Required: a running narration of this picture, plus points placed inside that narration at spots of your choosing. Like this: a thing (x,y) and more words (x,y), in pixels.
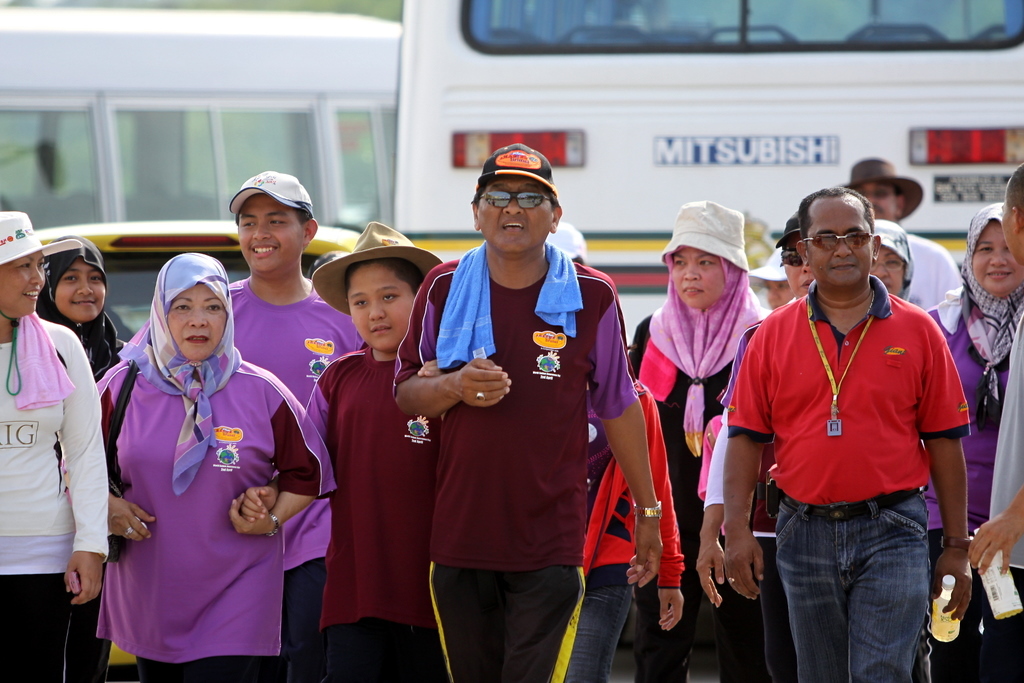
In this image there are group of people (241,330) with hats (45,250) and scarves (990,410) are standing, and in the background (761,4) there are vehicles (943,187).
